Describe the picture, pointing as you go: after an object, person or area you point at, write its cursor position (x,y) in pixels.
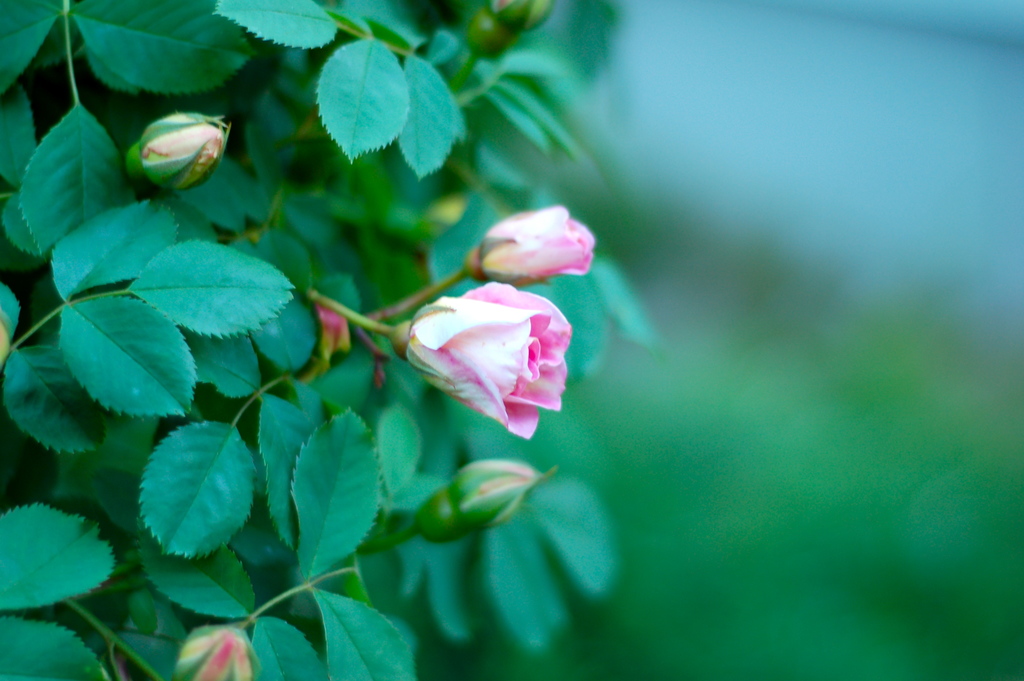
In this image I can see two white and pink color flowers (517,297) and few green leaves (211,276). Back the image is blurred.
